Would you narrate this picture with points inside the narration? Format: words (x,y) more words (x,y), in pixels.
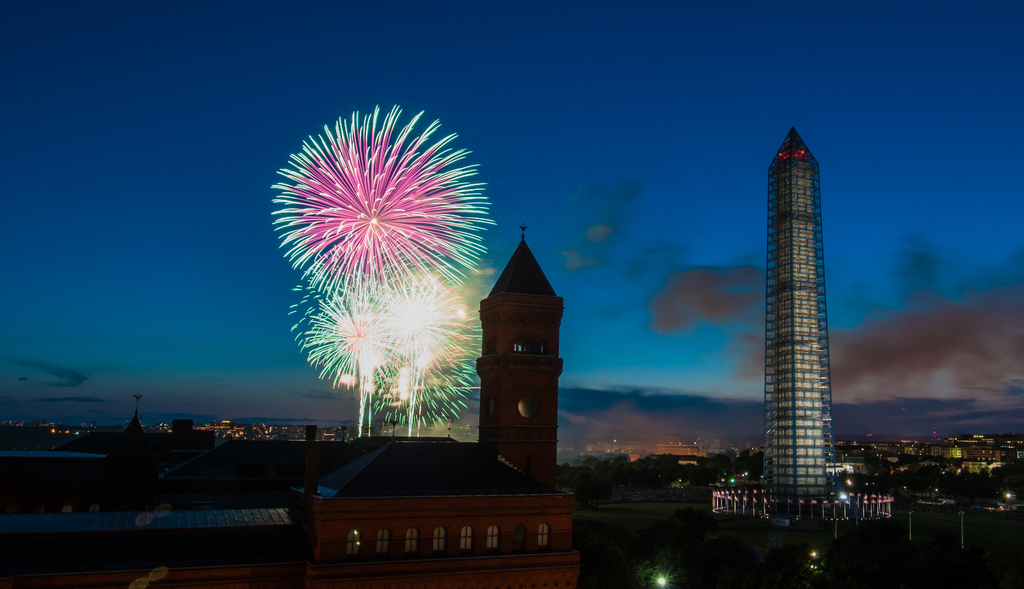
In this image I can see few buildings (316,503), lights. In the background (342,280) I can see the fireworks (340,356) and the sky (714,195) is in blue and gray color.
